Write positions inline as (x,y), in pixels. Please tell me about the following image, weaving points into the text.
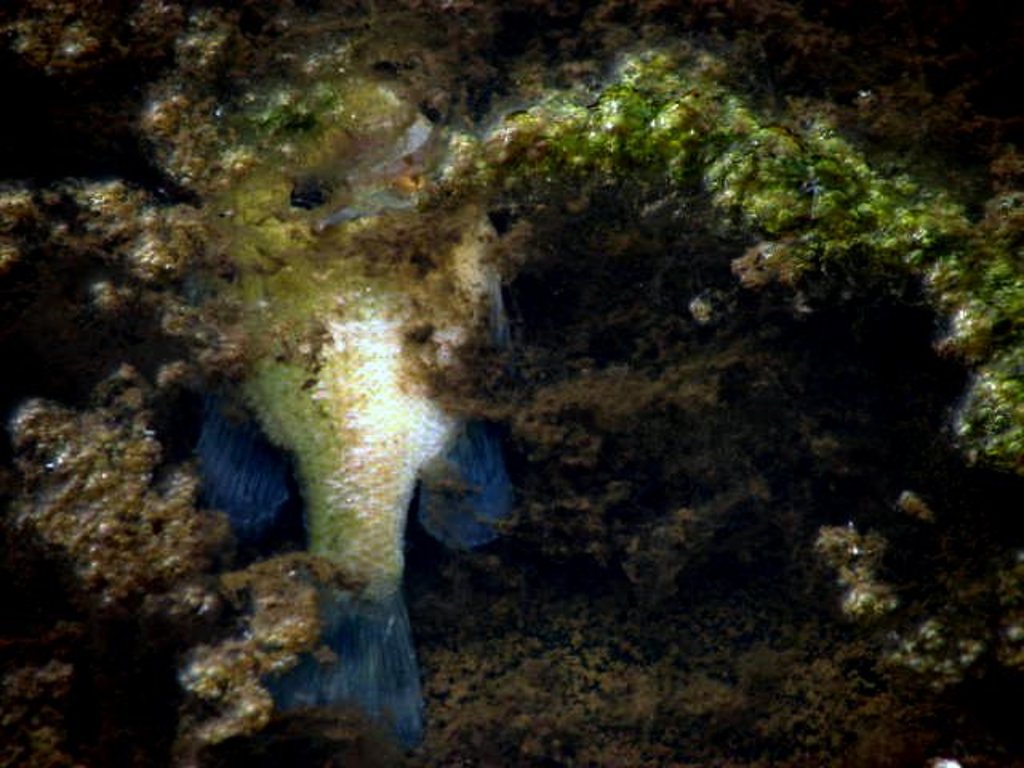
In this image I can see the fish (246,486) and few aquatic plants (596,377) around.
